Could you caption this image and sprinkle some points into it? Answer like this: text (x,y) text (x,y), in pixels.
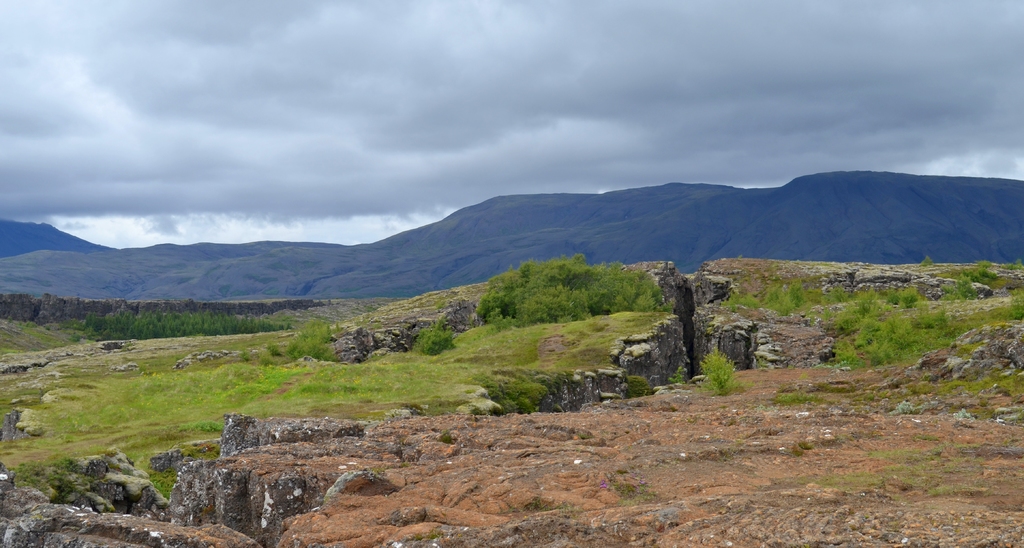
In this picture I can see the mountains (999,239). At the bottom (282,400) I can see the grass (430,383) and plants (847,339). At the top (327,90) I can see the sky (289,117) and clouds (306,139).
